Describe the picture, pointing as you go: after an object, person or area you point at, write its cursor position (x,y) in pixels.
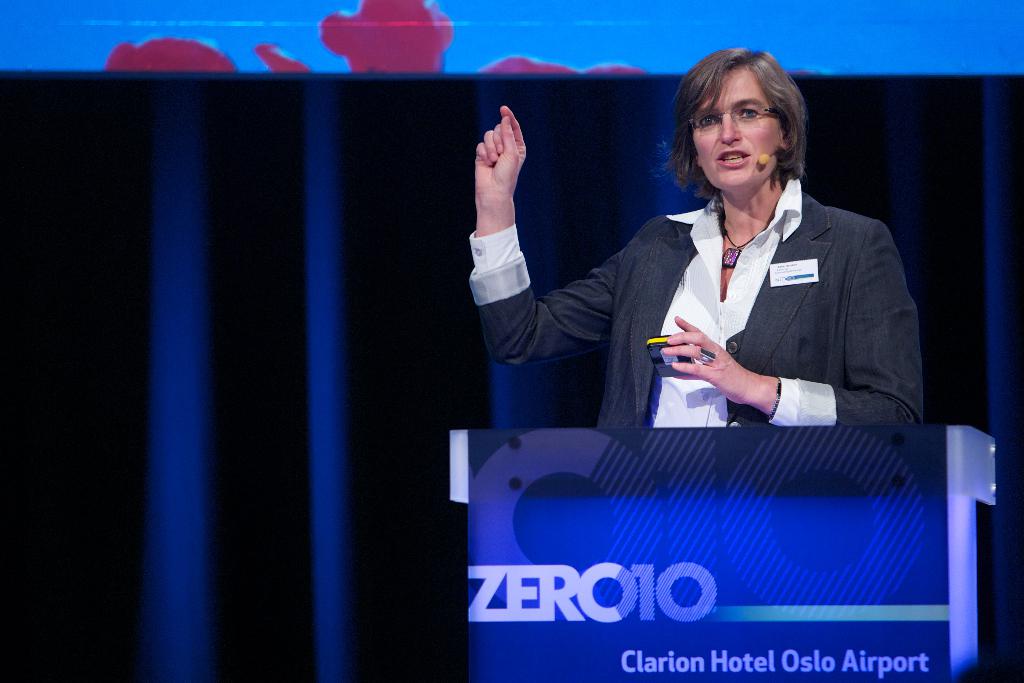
In this image in center (637,303) there is one woman (712,301) who is standing it seems that she is talking and she is holding something, in front of there is one podium (660,494) and in the background (322,151) there are some poles (323,243) and a screen (160,64).
